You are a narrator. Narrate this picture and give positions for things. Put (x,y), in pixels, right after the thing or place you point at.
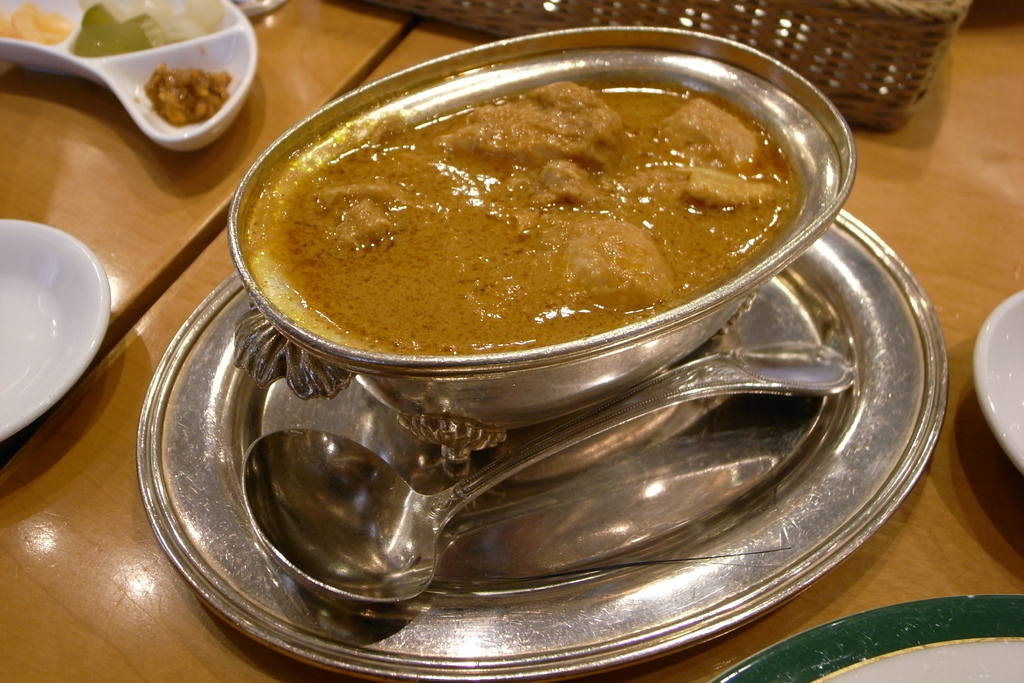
In this image there is a steel bowl (500,379) in which there is curry (563,219), Beside the steel bowl (480,404) there is a spoon (589,432) on the plate (624,526). On the left side (43,309) there is a small plate (47,278). On the right side (933,644) there are two other plates (996,412) on the table (940,223). At the top (785,34) there is the basket (847,46).
